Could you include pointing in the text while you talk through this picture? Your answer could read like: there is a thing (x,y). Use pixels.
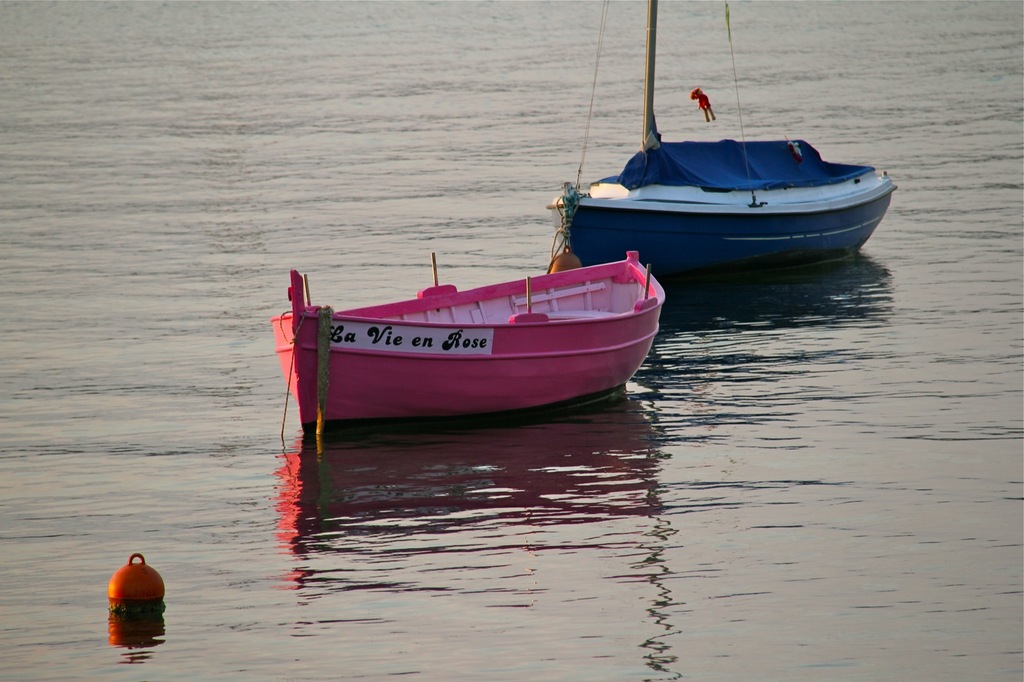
In this image, in the middle (604,305), we can see two boats (701,243) which are floating on the water (692,536). In the left corner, we can see object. In the background (302,46), we can see water (708,362) in a lake (745,548).
